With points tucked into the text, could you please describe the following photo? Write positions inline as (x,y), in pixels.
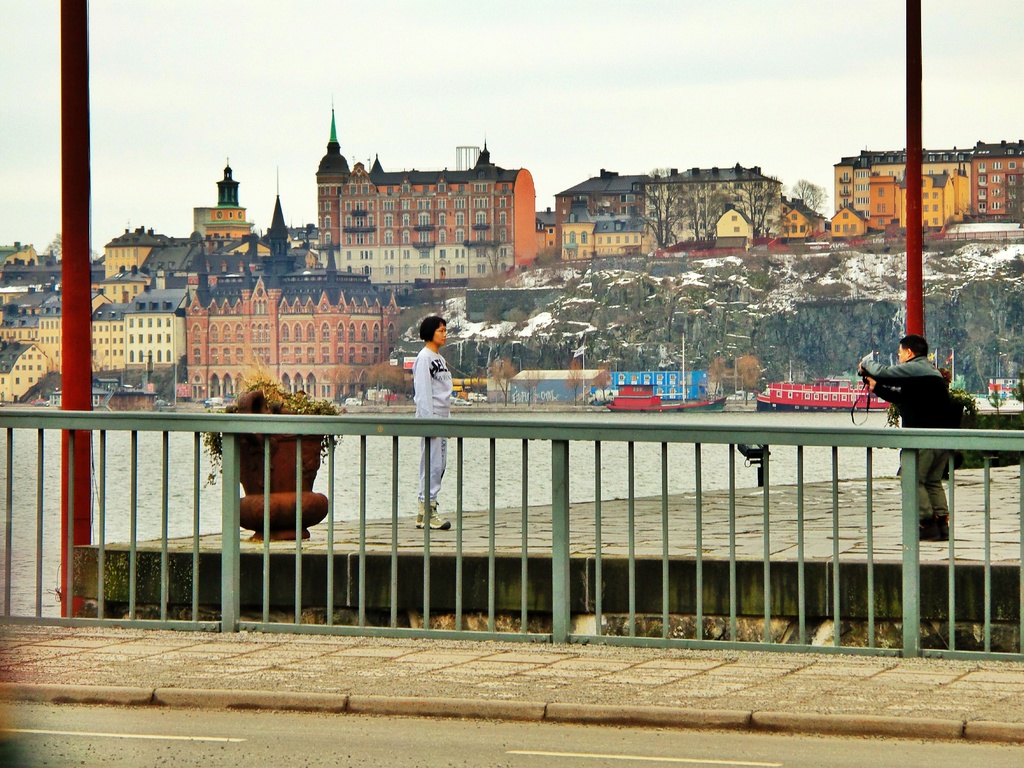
To the bottom of the image (311,749) there is a road (308,747). Behind the road (162,751) there is a footpath (502,653) with fencing (331,531). Behind the fencing (951,439) there is a floor (245,538). To the right side of the floor (995,481) there is a man (911,395) with black jacket (921,395) is standing and holding the camera (866,370). In front of him there is a person (425,382) with grey dress (424,377) is standing. Behind the person (433,442) there is a pot (251,452) with plant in it. And also there are two red poles (85,469). Behind them there is water (371,445). Behind the water (657,454) there are houses (306,286) with walls (298,314), roofs (247,286), windows (349,253) and also there are trees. There are rocks (612,299) with snow (458,304). To the top of the image (529,91) there is a sky (204,139).
